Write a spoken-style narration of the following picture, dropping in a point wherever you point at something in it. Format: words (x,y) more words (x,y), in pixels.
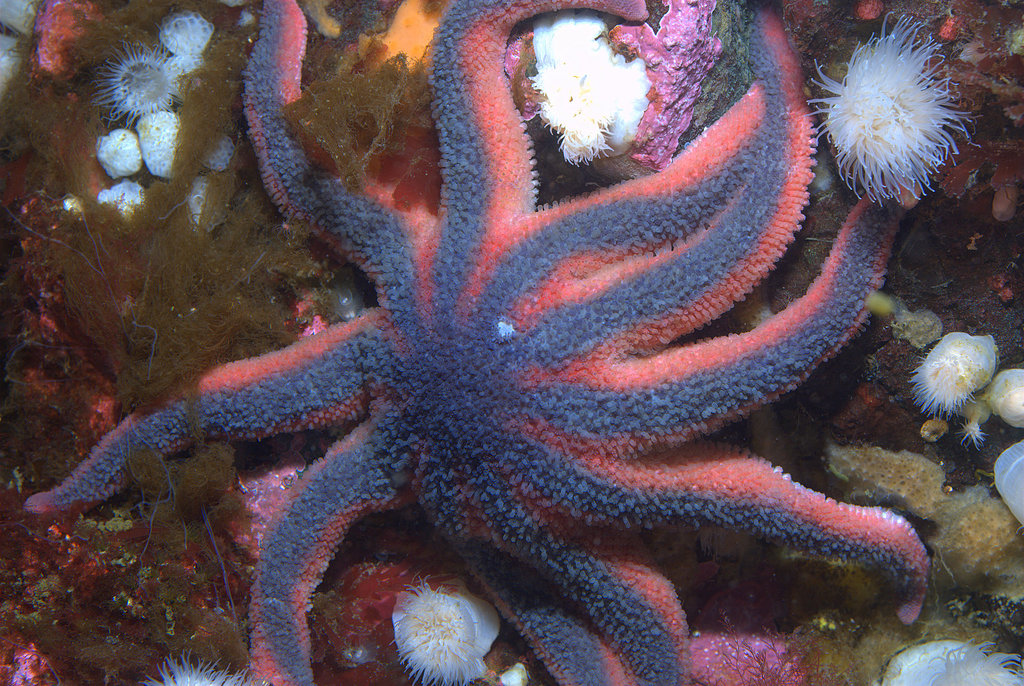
Here in this picture we can see a star fish (497,225) present on the ground (398,521) under water (429,555) and we can also see some stones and other small aquatic plants (245,272) present over there.
